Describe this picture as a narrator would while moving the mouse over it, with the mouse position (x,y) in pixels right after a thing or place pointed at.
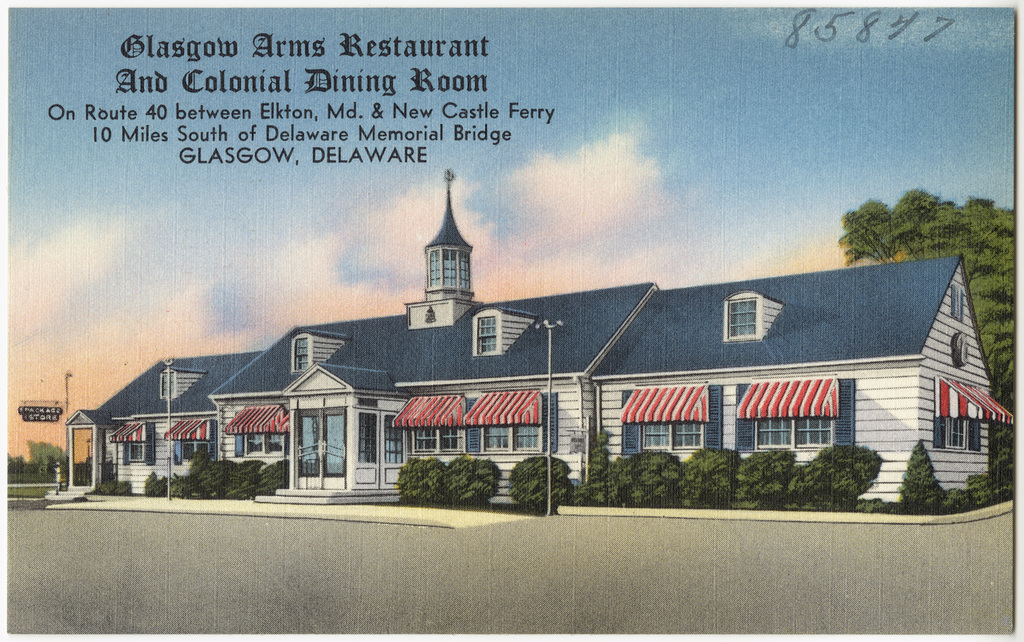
In this image there is a poster (724,466). Something is written on the poster (302,176). We can see a building (542,356), plants (642,484), poles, trees (976,258), cloudy sky (636,196), boards (29,411) and objects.
